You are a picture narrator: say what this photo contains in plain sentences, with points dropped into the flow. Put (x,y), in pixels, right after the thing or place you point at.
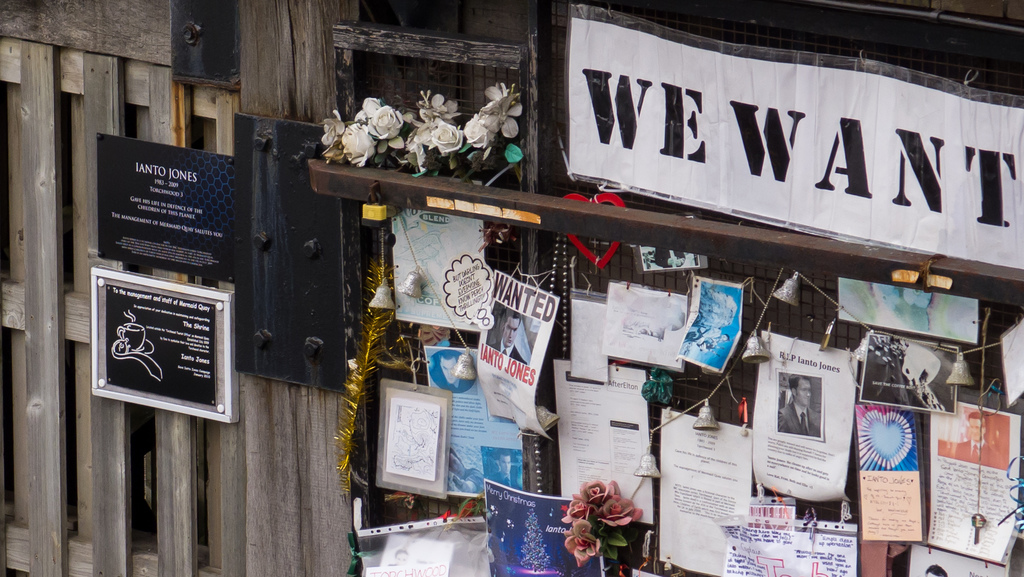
In the center of the image (678,224) there is a fence (417,178) and we can see papers (769,432), decors (785,298), flowers (483,157) and boards (171,389) placed on the fence (217,473).
